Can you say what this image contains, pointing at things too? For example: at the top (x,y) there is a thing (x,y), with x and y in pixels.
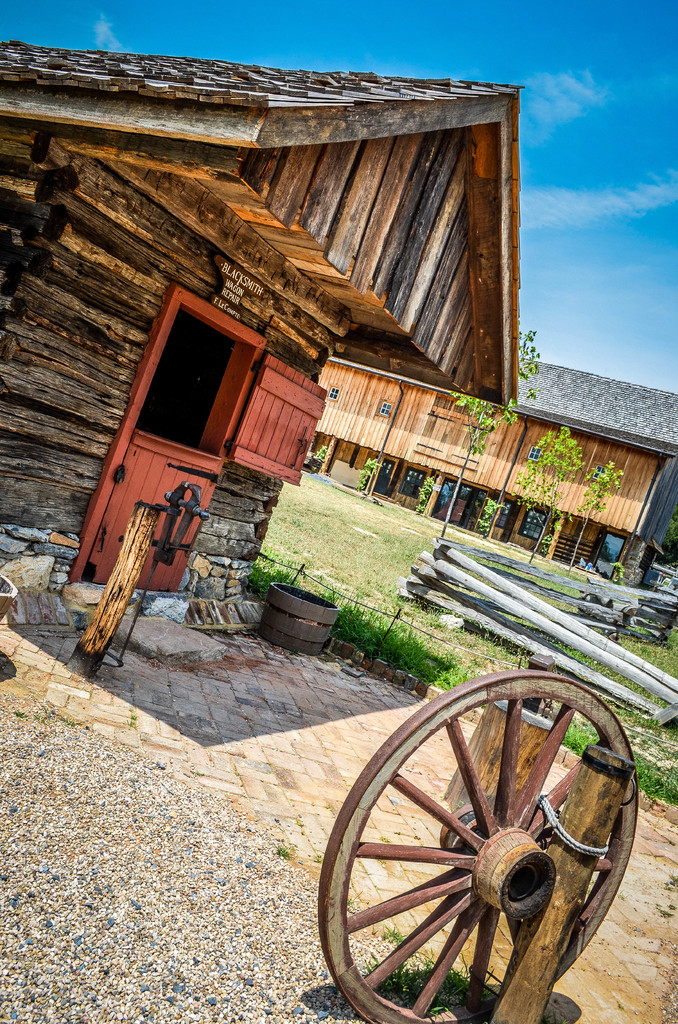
In this picture there is a wheel (333,925) in the foreground (442,818). At the back (380,411) there are buildings (390,419) and trees (514,416). On the right side of the image (553,580) there is wooden railing (418,571). There is a board (229,282) on the wall (10,376). At the top (433,46) there is sky (536,126) and there are clouds (589,220). At the bottom (655,762) there is grass (358,526).
